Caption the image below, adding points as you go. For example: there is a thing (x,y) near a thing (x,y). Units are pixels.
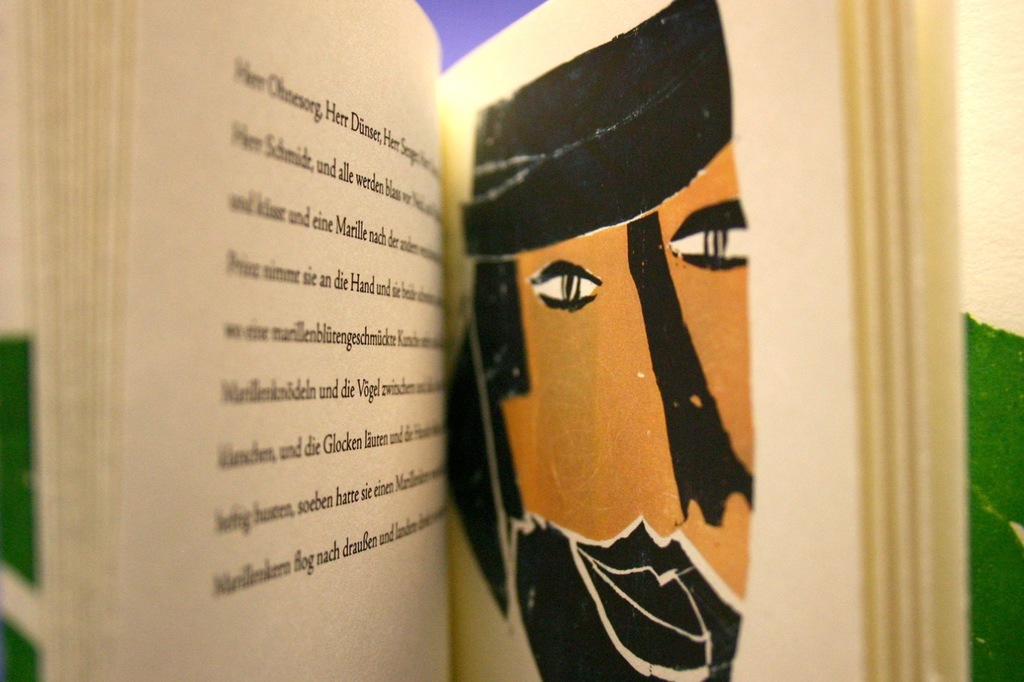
In this image we can able to see a book (519,228), there is a drawing (648,650) of a person (565,443) and some text (387,374) written on it.
